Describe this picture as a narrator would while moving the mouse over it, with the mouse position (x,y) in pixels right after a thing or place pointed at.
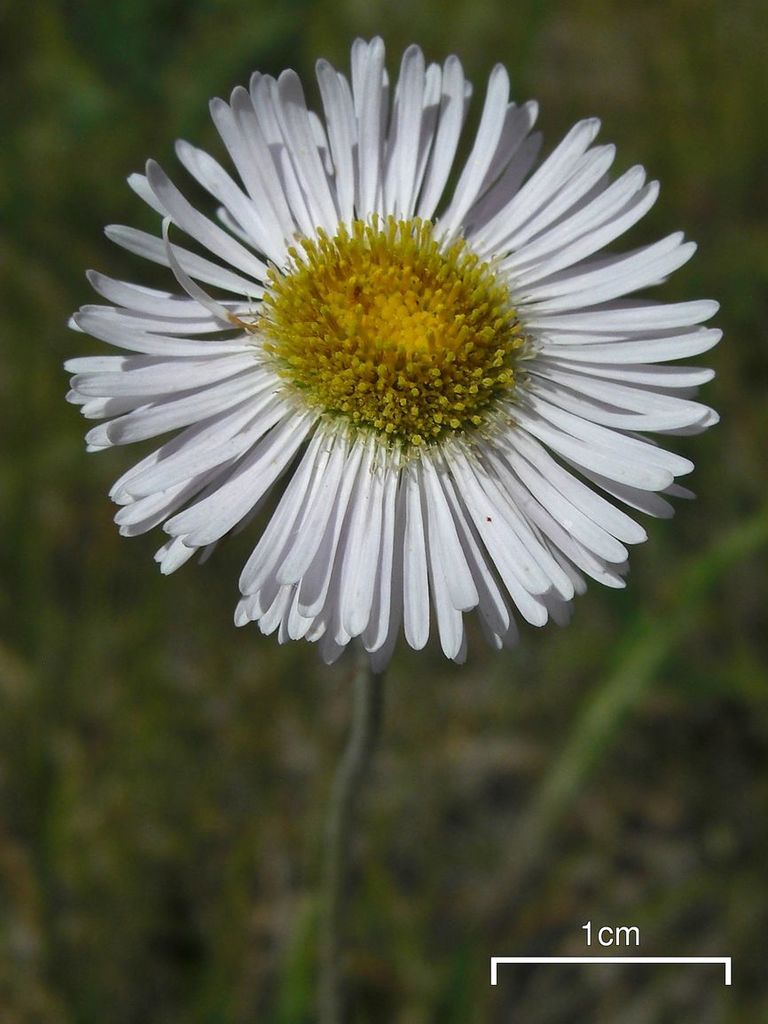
In this image we can see a flower (370,489).
